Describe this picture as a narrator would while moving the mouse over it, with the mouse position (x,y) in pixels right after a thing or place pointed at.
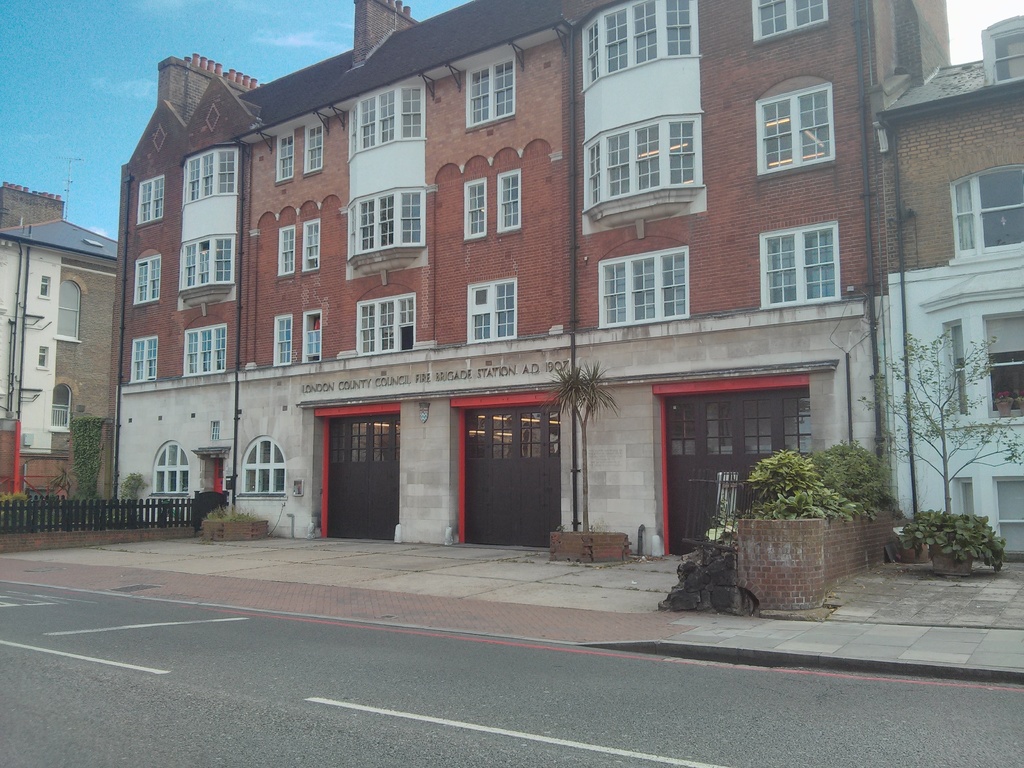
In this image I can see few plants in green color, background (560,306) I can see few buildings (389,213) in brown, white and cream color and I can also see the fencing (133,502) and the sky (73,65) is in blue color.
